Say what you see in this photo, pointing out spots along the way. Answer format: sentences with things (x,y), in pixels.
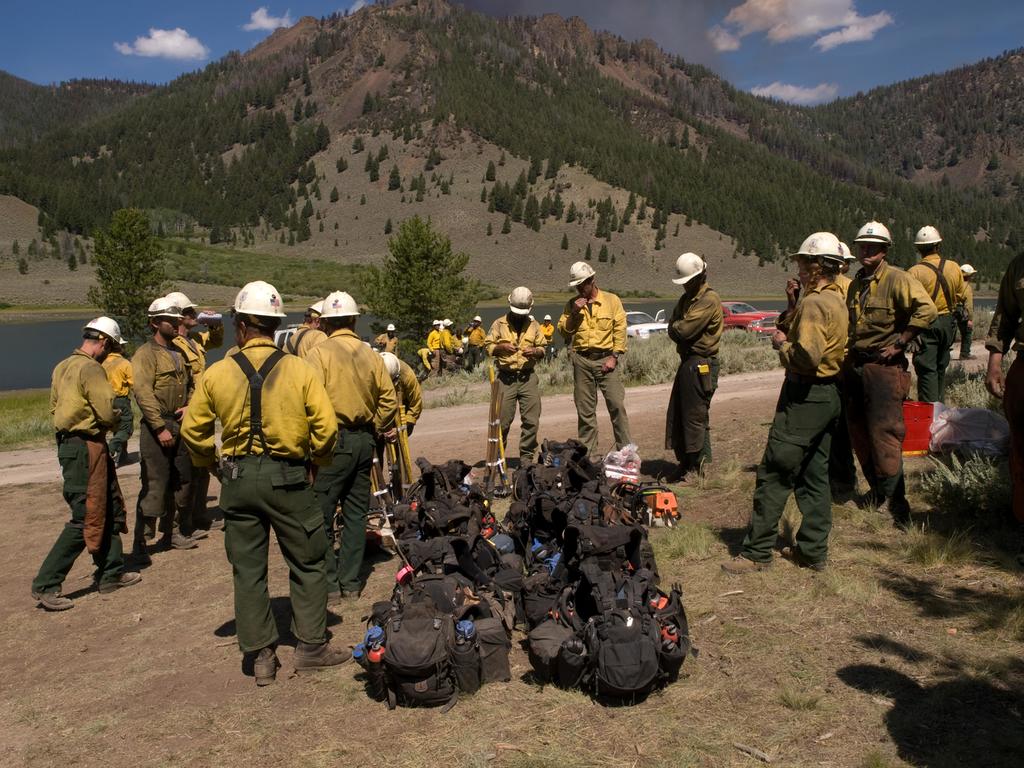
This picture shows few people (835,313) are standing and they wore caps (549,316) on their heads (692,291) and few vehicles (758,329) parked and we see few backpacks (568,555) on the ground (597,714) and we see trees (480,49) on Hills (473,208) and a blue cloudy Sky (883,82) and we see water (61,340) and grass (712,484) on the ground (747,412).
